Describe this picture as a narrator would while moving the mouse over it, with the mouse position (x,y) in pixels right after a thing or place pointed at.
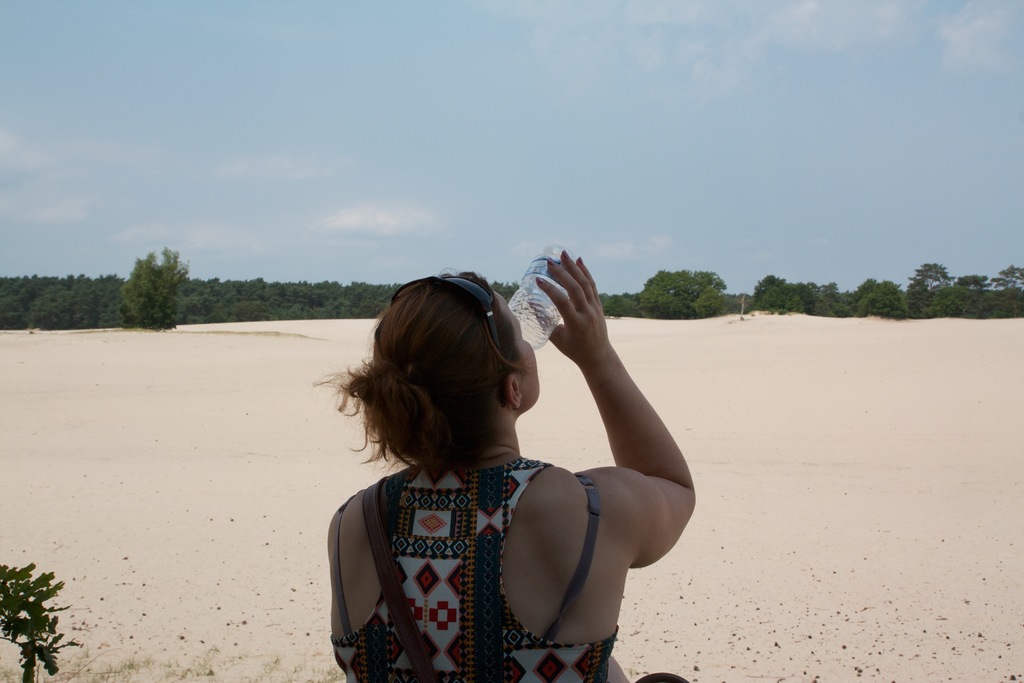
In this image I can see the person (568,356) holding the bottle (536,330) and the person (473,536) is wearing white and blue color dress (445,560). In the background (710,342) I can see few trees (884,300) in green color and I can see the sky (597,191) in blue and white color and I can also see the sand (187,481) in light brown color.
